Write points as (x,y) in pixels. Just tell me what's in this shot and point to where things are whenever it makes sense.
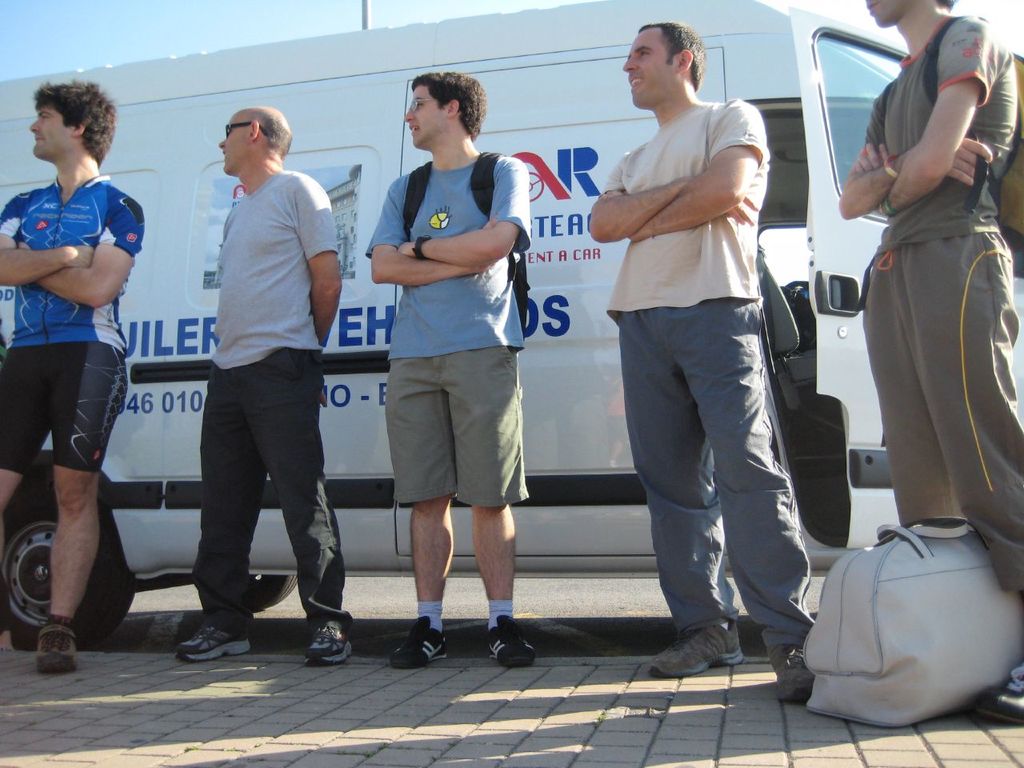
In this picture we can observe five men (668,253) standing. There is a white color bag (881,559) on the right side (935,585). Two of them are wearing shorts (487,407). Behind them we can observe a white color vehicle (176,491) on the road (539,600). There are blue color words (195,338) on the vehicle (285,104). In the background (169,36) there is a sky (218,28) and a pole (367,11).
